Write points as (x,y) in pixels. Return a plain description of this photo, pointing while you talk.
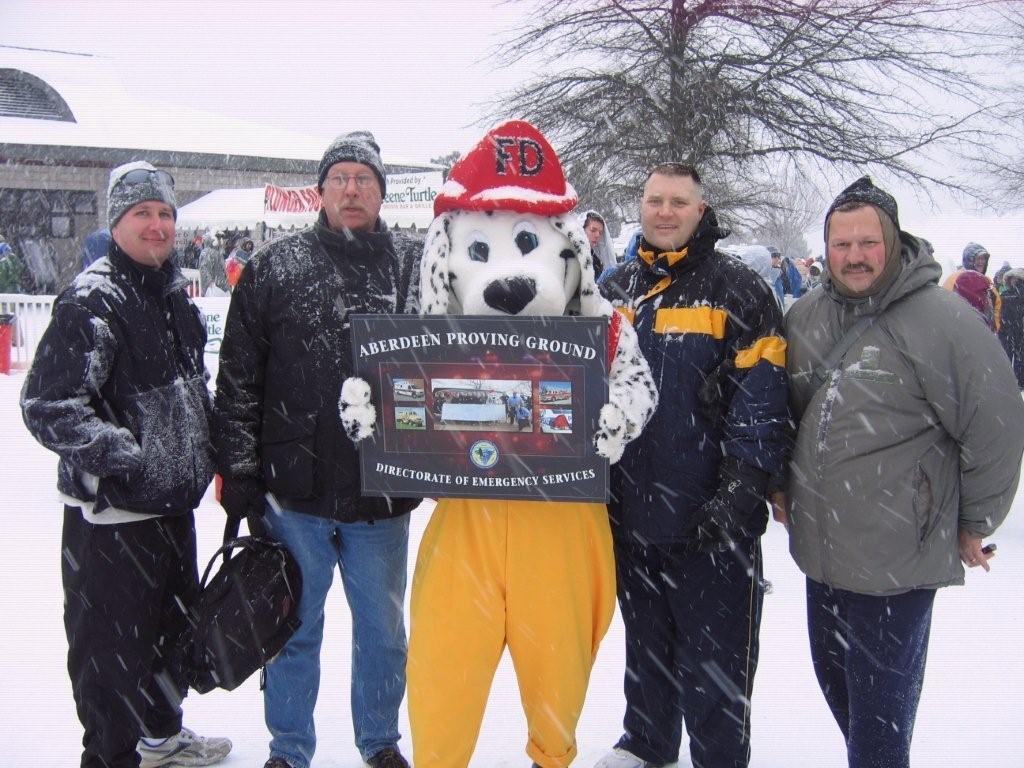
This picture describes about group of people (852,542), they are standing on the ice (991,669), in the middle of the given image we can see a person (527,246) wore costumes (447,595) and holding a paper (446,445), in the background (684,102) we can see trees (583,153), buildings (233,171) and tents (270,221).
